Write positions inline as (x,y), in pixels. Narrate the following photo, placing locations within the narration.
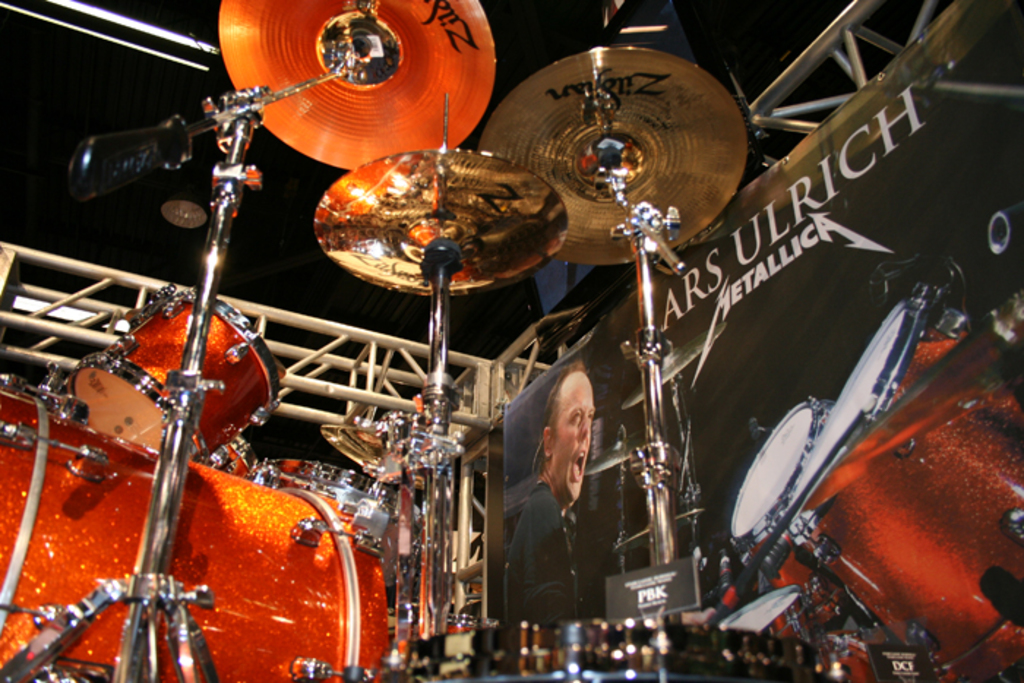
In this image, I can see the drums (117,532) and cymbals (378,131) with stands (642,212). On the right side of the image (822,292), I can see a banner (705,473) with the photos (616,551) of a person (570,536), drums (934,329), cymbals (683,365) and words (724,293). There are trusses (482,378).
